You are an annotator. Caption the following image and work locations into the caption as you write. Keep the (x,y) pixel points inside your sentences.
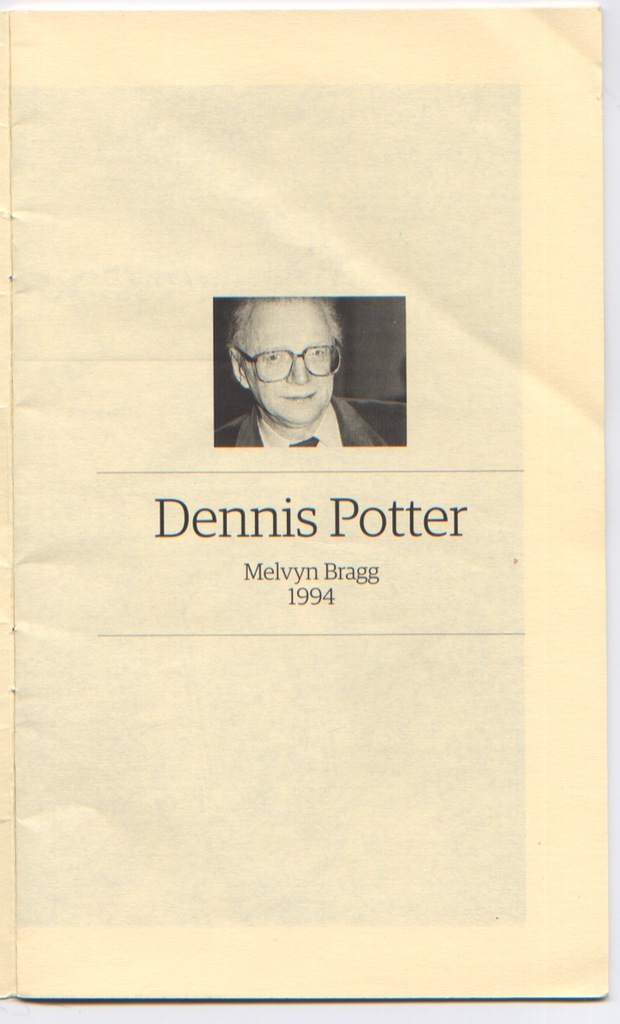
In this image we can see poster (280,424) of a person (280,354) wearing spectacles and there are some words (162,509) written on it.
